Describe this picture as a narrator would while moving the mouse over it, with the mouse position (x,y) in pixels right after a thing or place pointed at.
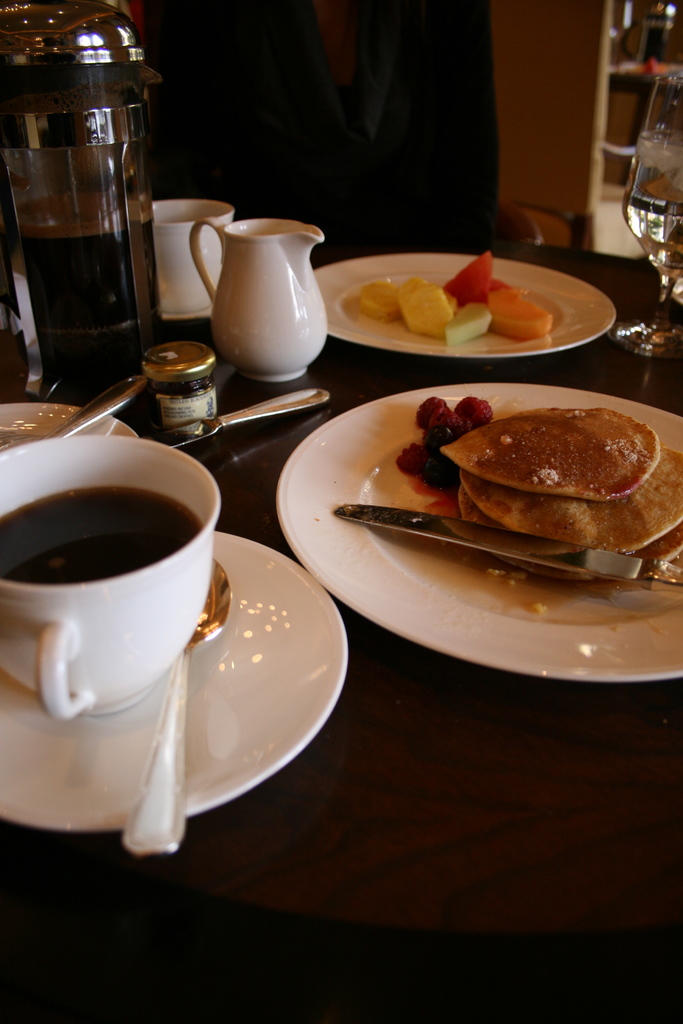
In the middle (377,628) there is a table (433,771) on that table (408,733) there is a plate (443,350), jug (259,337), cup (174,270), bottle (180,400), glass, saucer (275,589) and some food items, in front of the table (358,250) there is a person (329,181). I think this is a restaurant (520,52).
